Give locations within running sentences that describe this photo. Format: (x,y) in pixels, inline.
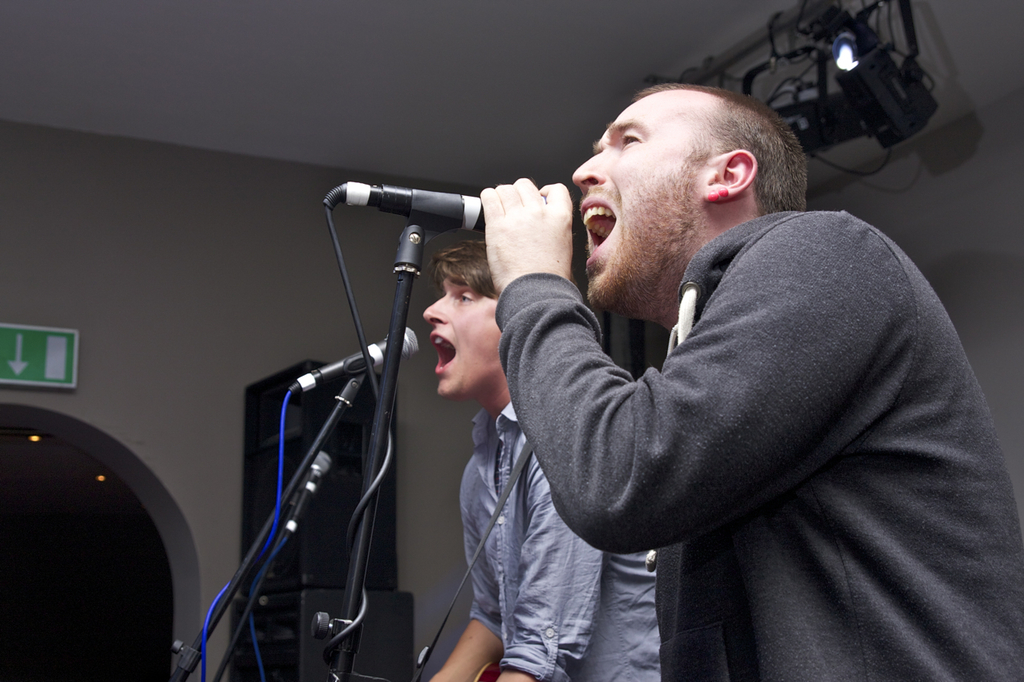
As we can see in the image there is a wall (172,311) and two people (552,309) singing a song.
